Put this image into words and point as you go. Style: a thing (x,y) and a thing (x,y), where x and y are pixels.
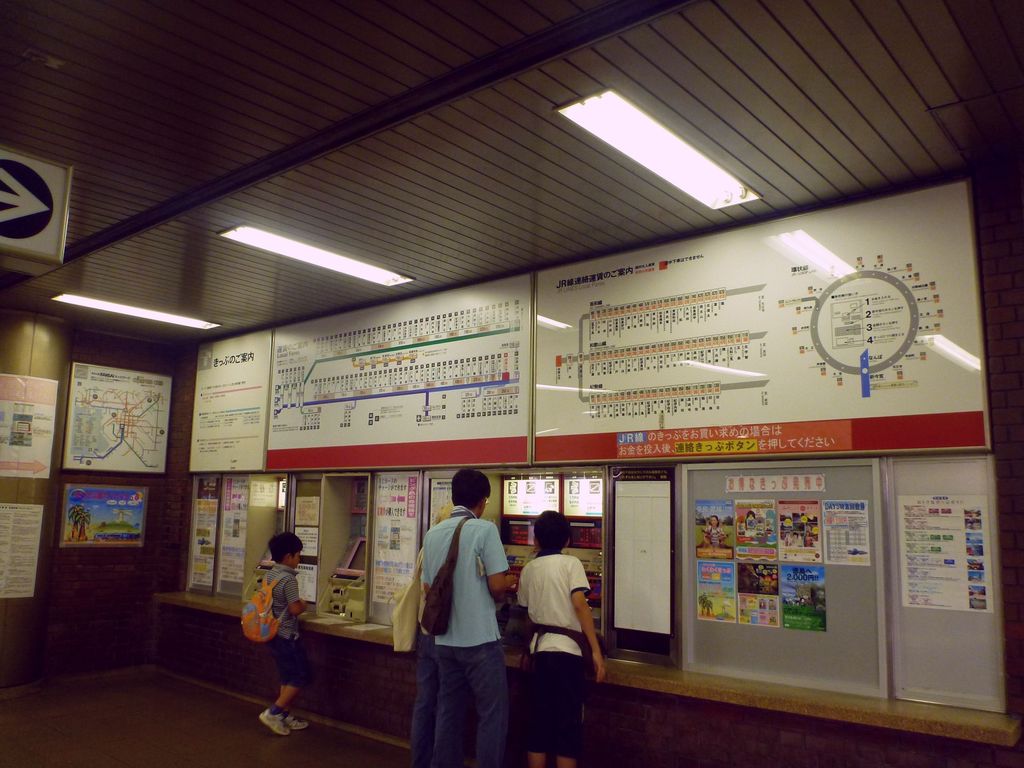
In this image in the center (458,474) there are some boys (455,622) standing, and they are wearing bags (447,612). And in the background (850,559) there are some boards (848,409) on the wall (171,365) and also some posters (962,521), on the boards (243,354) there is text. At the bottom (14,725) there is floor (24,710), and at the top of the image (528,127) there is ceiling (266,218) and some lights (108,307). And on the left side (18,215) there is one board (4,170).
